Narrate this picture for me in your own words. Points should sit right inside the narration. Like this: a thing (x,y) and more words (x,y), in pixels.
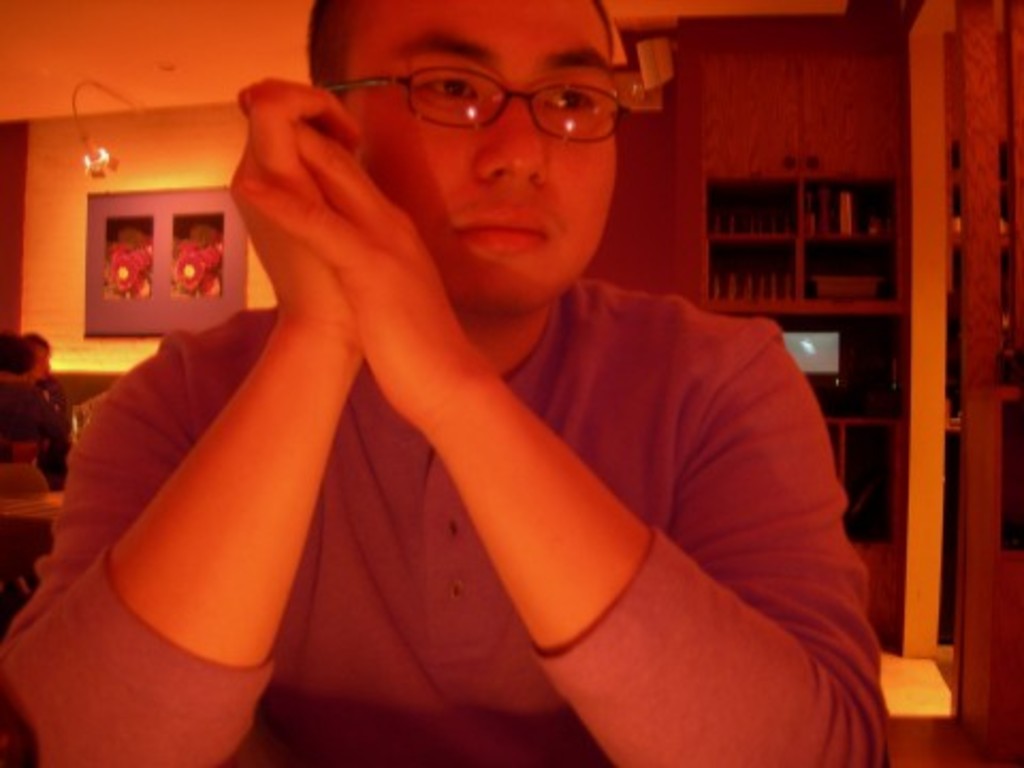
In the foreground (506,240) I can see a person (608,476). In the background (811,248) I can see shelves (750,208), wall painting (142,194) on a wall (66,290) and two persons (46,432) are sitting on the chairs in front of a table (54,503). This image is taken may be in a hotel (621,226).
